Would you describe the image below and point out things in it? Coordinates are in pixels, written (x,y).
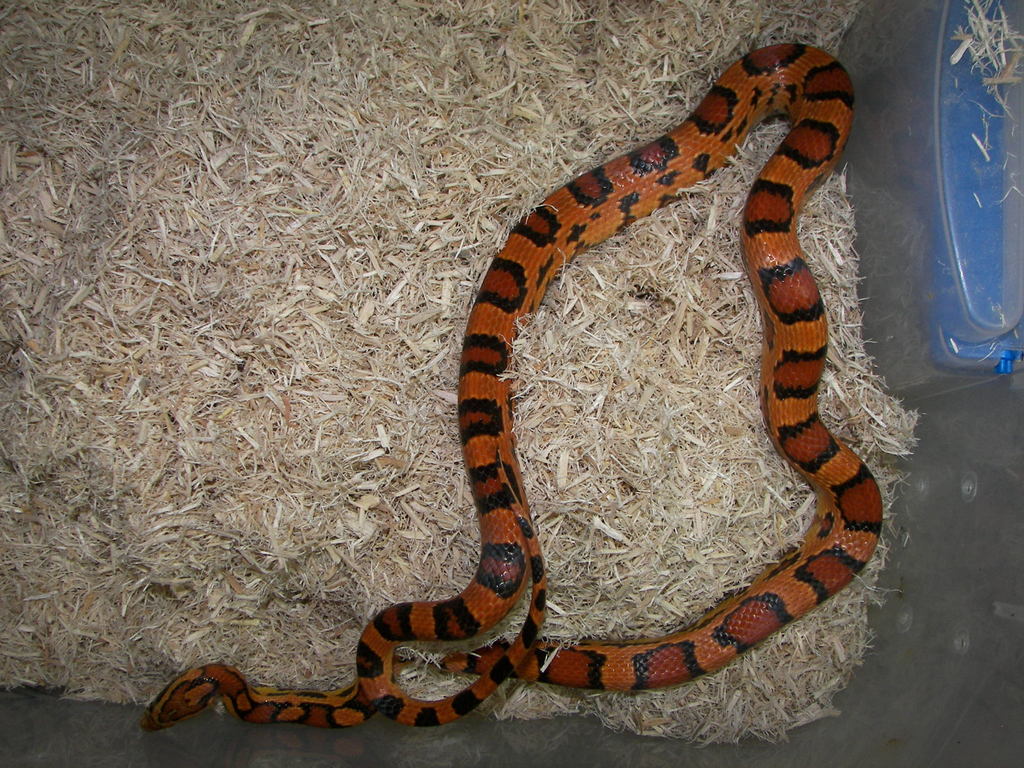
In this image there is a snake (255,708) in the grass (398,307), there is an object (949,172) truncated towards the right of the image (975,153).
